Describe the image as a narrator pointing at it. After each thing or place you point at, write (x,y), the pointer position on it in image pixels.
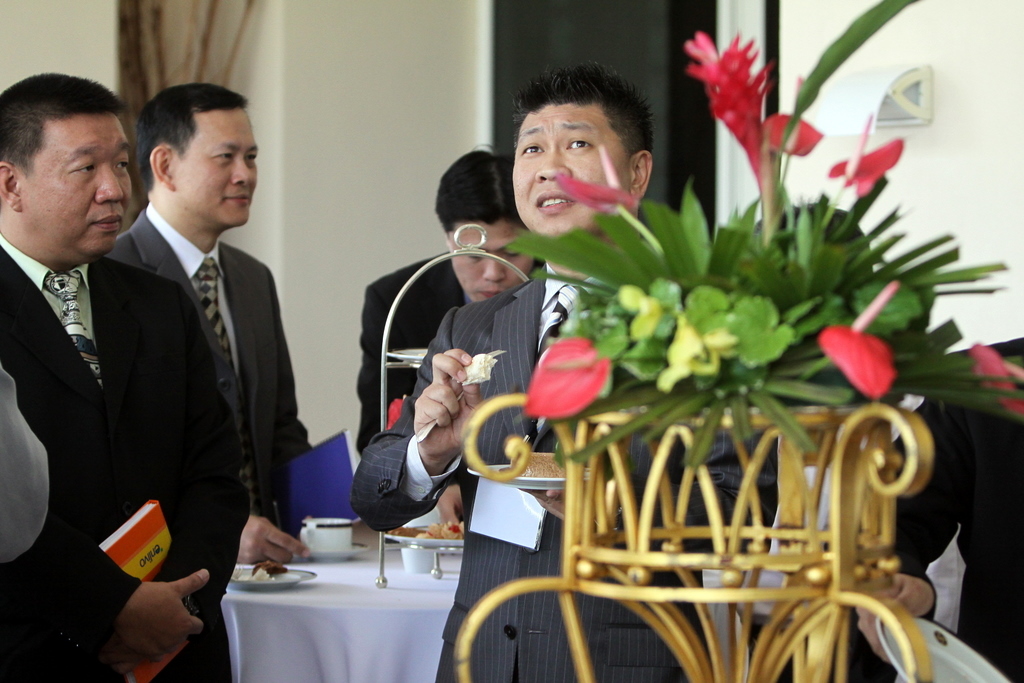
In this picture we can see four members (458,266) are standing and they are wearing suits (122,459). In front of the members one stand (791,598) is there, on the stand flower (743,275) is present. Behind the person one white color table (356,621) is there, on the table (364,559) food items (413,531) are there.
